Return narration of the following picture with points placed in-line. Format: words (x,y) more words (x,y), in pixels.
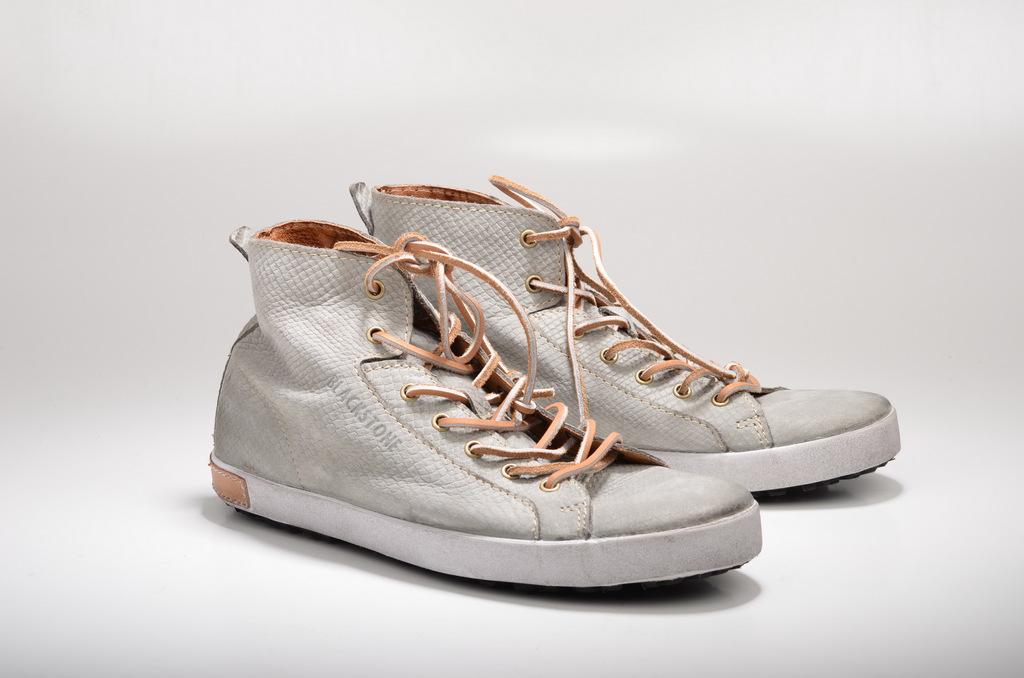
In this image the background (262,159) is gray in color. In the middle of the image (372,392) there are two shoes (539,456) on the surface (178,548).
